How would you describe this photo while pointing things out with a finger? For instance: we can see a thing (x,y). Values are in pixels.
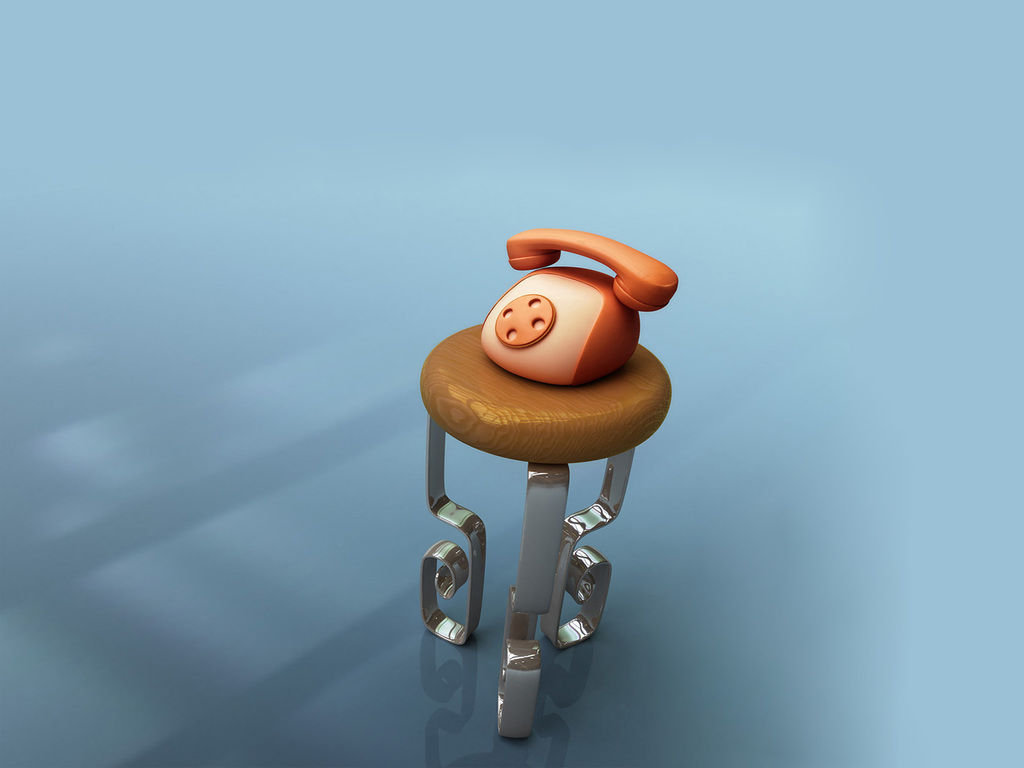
In this picture we can see one table (550,599) and phone toy (528,370) is placed on the surface (216,548).
